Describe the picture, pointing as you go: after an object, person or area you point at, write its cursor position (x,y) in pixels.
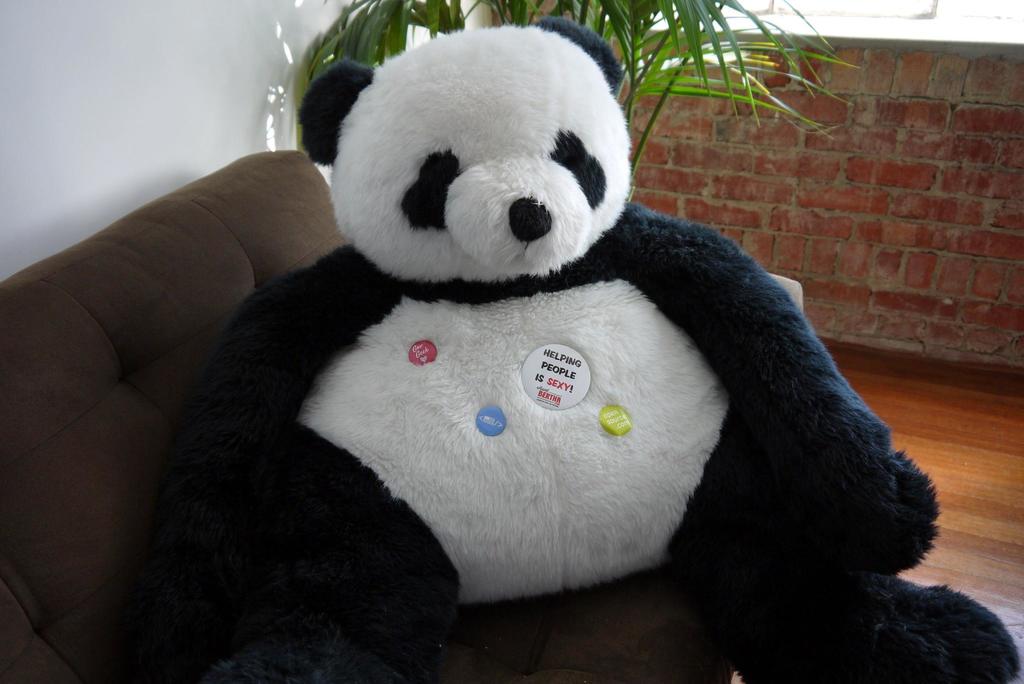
There is a teddy bear (500,444) present on the sofa (207,352) which is at the bottom of this image (424,505). We can see a plant (586,20) and a wall (694,108) in the background (709,133).
